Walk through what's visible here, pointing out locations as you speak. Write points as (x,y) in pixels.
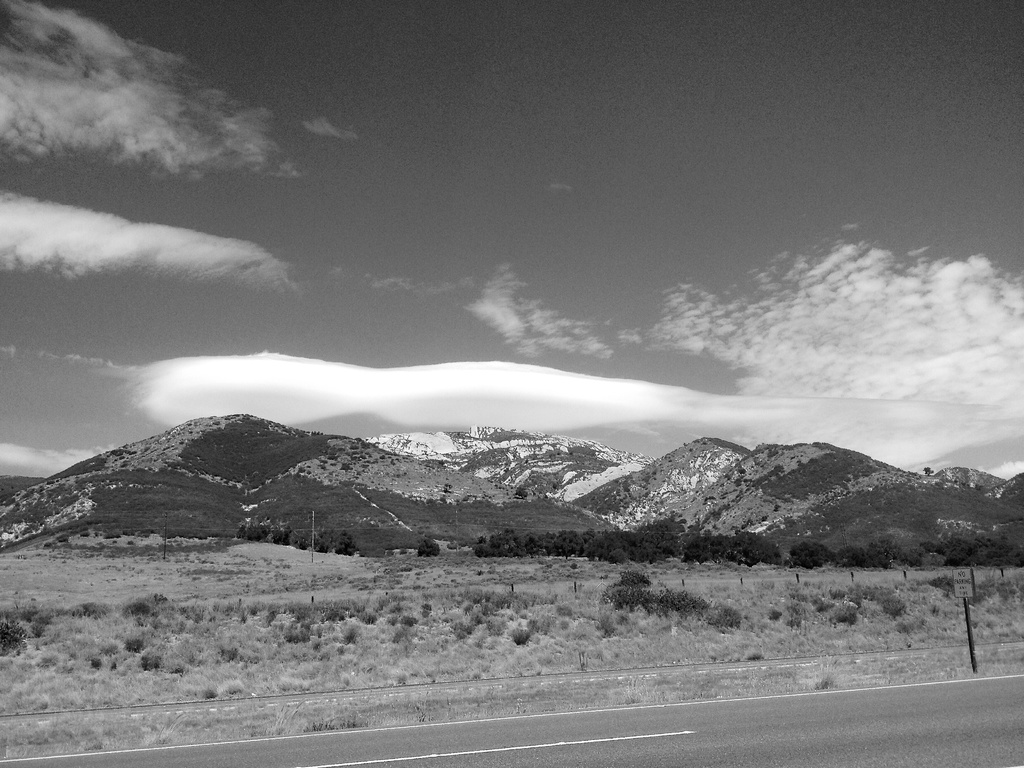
In this picture I can see the road (543,756) in front (642,762) and in the background (222,500) I see the mountains (463,531), plants (678,598) and the sky (466,246).
